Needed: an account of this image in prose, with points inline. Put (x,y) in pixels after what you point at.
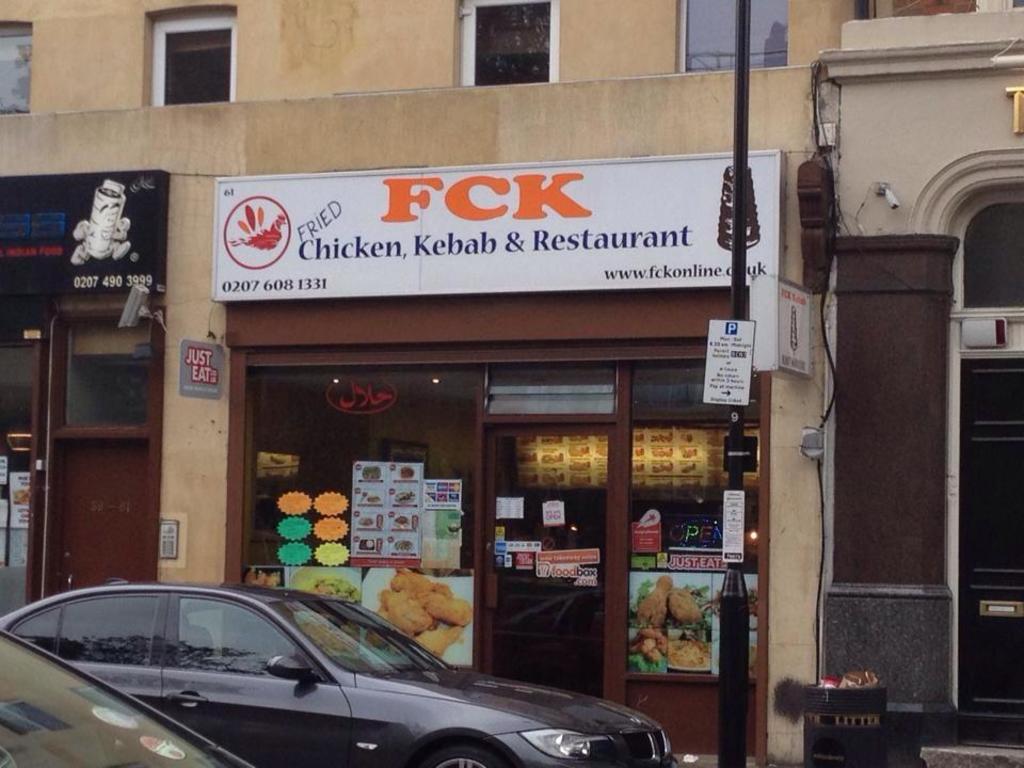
In this image, I can see the shops (114,468) with name boards (98,265), doors (94,509), posters (302,525) attached to the glass windows (453,588). In front of the shops (327,555), I can see the cars (126,728), a pole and a dustbin (815,721). At the top of the image (196,63), there are windows (718,28) of a building (773,28).
